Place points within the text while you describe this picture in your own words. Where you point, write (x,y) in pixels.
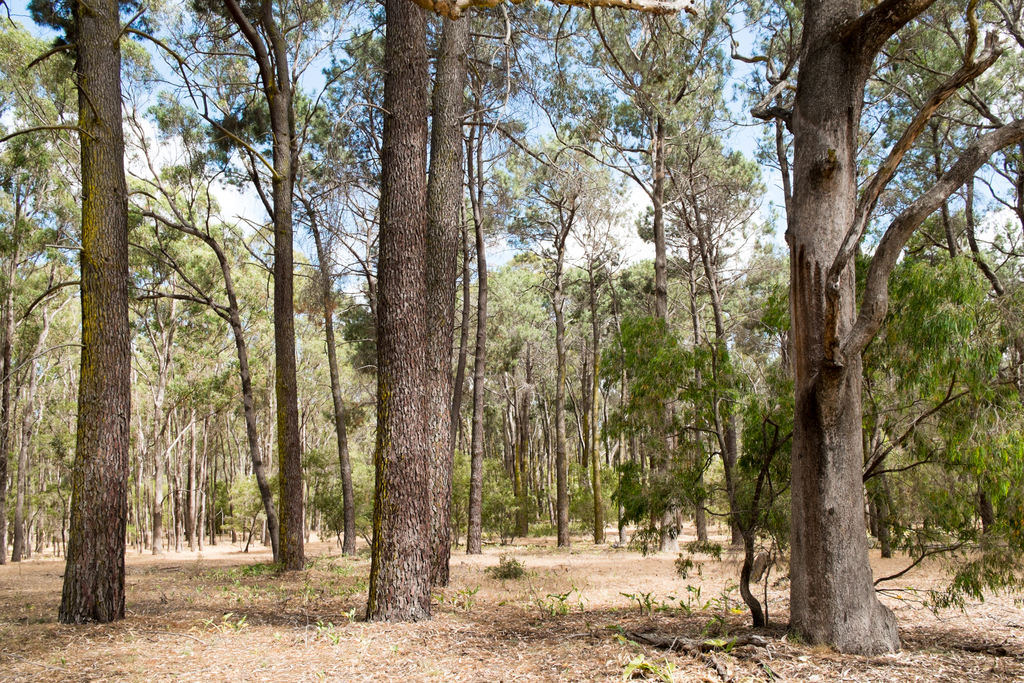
In this image I can see trees (523,340), plants (502,575) and also there is sky (548,129).
